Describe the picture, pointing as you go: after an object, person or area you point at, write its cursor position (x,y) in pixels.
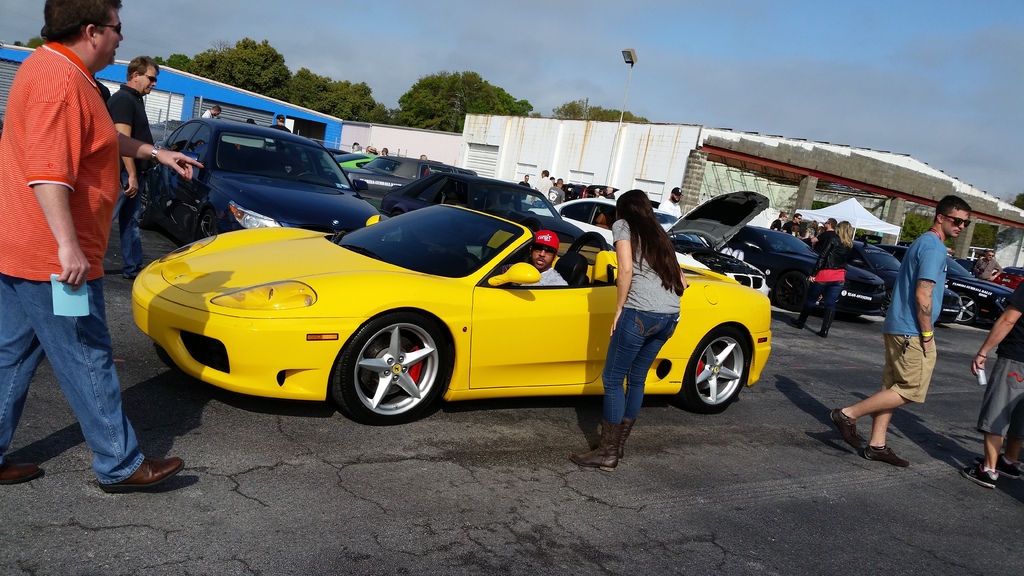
In this image I can see number of people (668,281) are standing. I can also see number of cars (496,312) and here in this car (559,259) I can see a man (536,249) is sitting and I can see he is wearing red colour cap (545,238). In the background (518,152) I can see few buildings (257,111), trees (445,120), clouds (908,117), sky (660,16) and a light (636,60). Here I can see few people (91,237) are wearing shades (156,74).
